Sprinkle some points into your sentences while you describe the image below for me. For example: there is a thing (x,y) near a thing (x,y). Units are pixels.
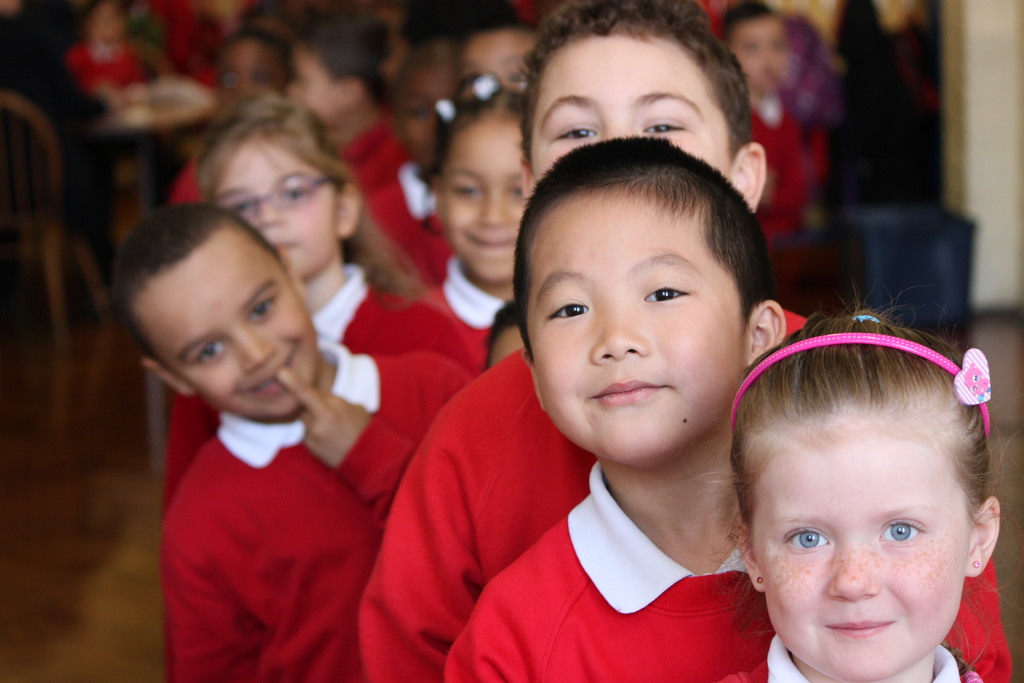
In this image I can see a group of people (467,317) on the floor (67,362), chairs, table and a box (956,285). On the right top (1000,77) I can see a wall (995,92). This image is taken may be in a hall (513,289).
